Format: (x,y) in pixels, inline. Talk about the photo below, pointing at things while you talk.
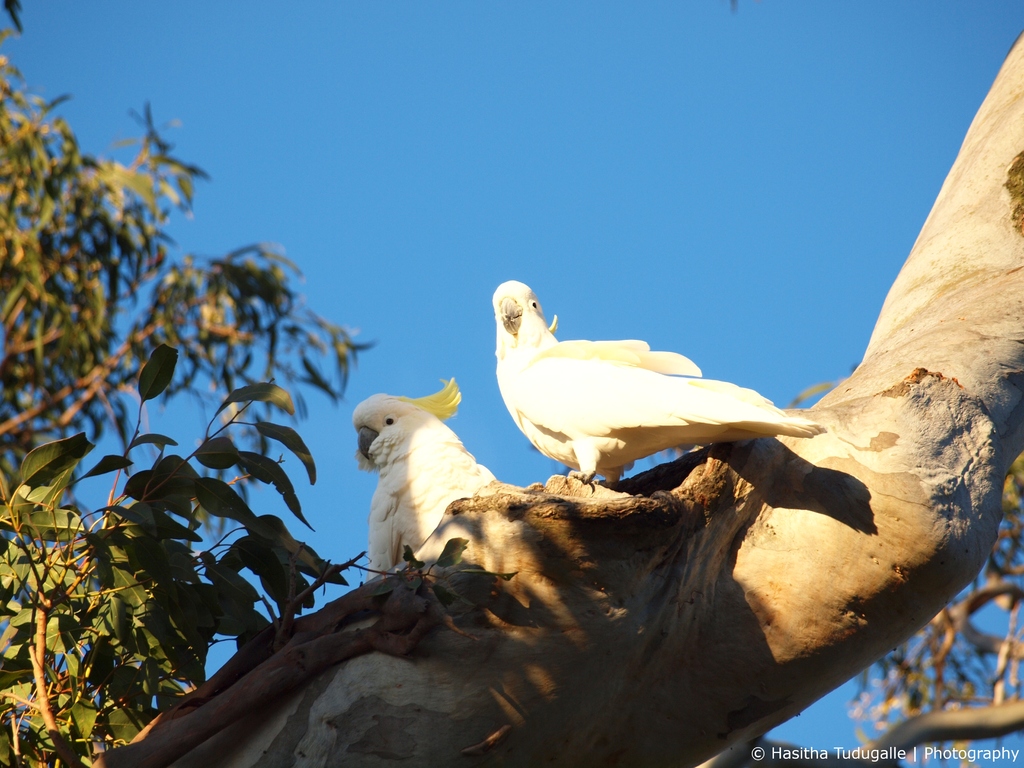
In this image in the front (585,588) there is a tree trunk (710,635) and there are birds (556,390) standing on the tree trunk (584,529). In the background (200,521) there are leaves (179,503).
